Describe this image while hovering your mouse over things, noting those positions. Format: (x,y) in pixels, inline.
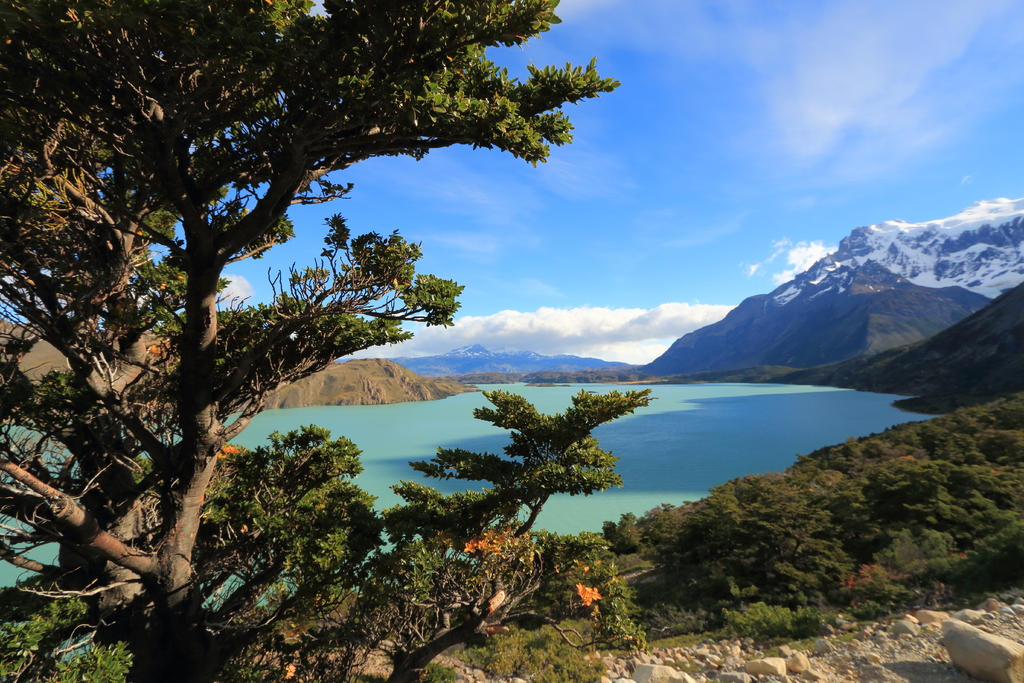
In this image I can see trees (210,294), bushes (921,445) and the lake (745,462), the sky (825,106) and the hill (886,284).
